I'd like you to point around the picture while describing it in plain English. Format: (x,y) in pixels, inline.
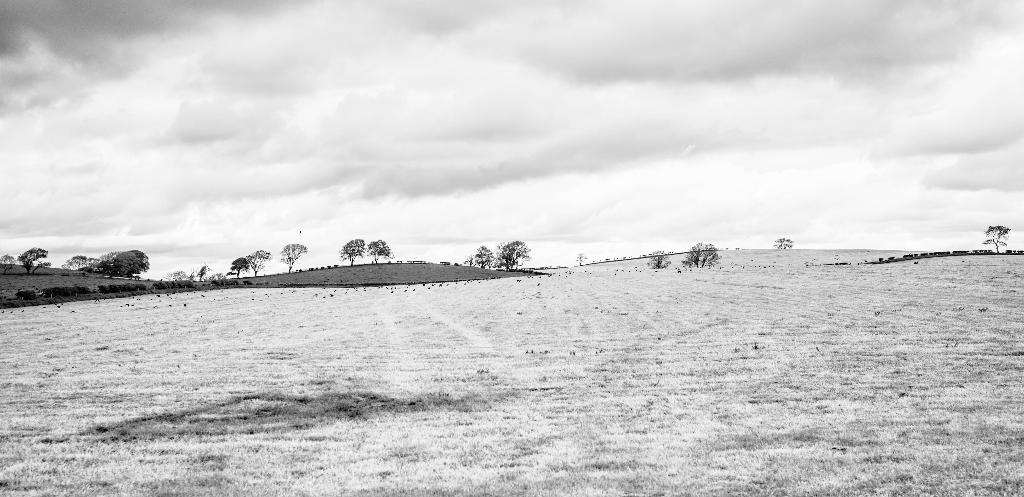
This image consists of many trees (106,267). At the bottom (491,363), we can see grass (210,368) on the ground (245,318). At the top (403,111), there are clouds (337,162) in the sky (411,234).
